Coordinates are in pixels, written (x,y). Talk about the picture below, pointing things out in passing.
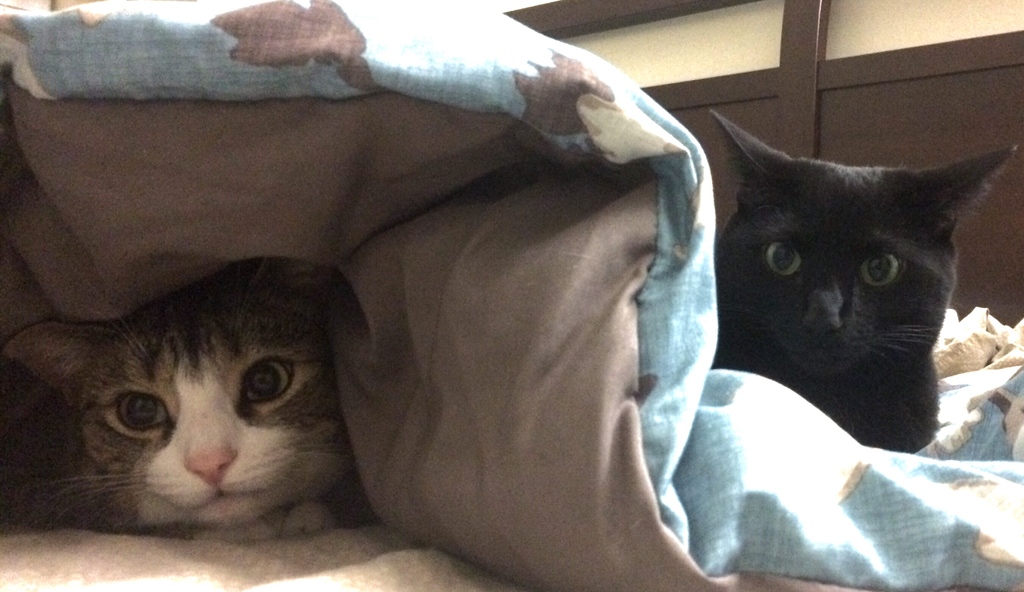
In this image I can see two cats (289,370) which are of grey and black colour. I can also see blue colour cloth (555,63) over here.
